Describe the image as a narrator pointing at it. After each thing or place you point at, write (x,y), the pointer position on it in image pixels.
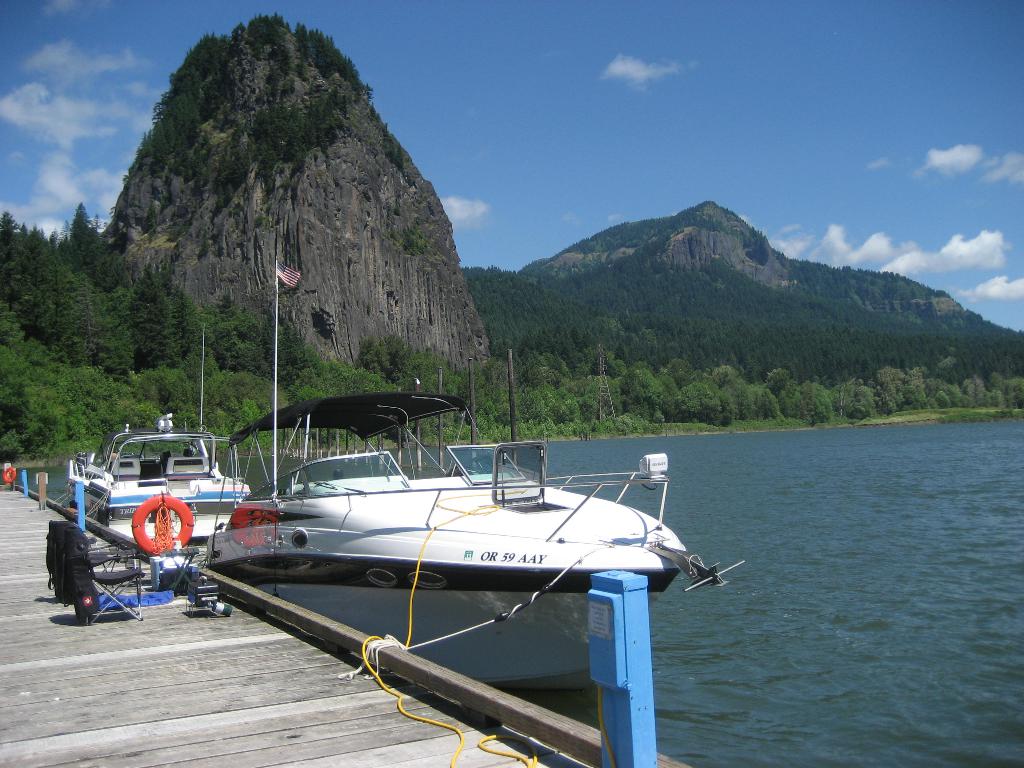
In this picture I can see couple of hills (619,240) and trees (668,370) and couple of boats (466,463) in the water (710,736) and I can see couple of chairs (142,559) and a table (185,569) on the foot over bridge (193,674) and I can see a flag pole (274,486) on the boat (336,506) and a blue cloudy sky (602,128).
